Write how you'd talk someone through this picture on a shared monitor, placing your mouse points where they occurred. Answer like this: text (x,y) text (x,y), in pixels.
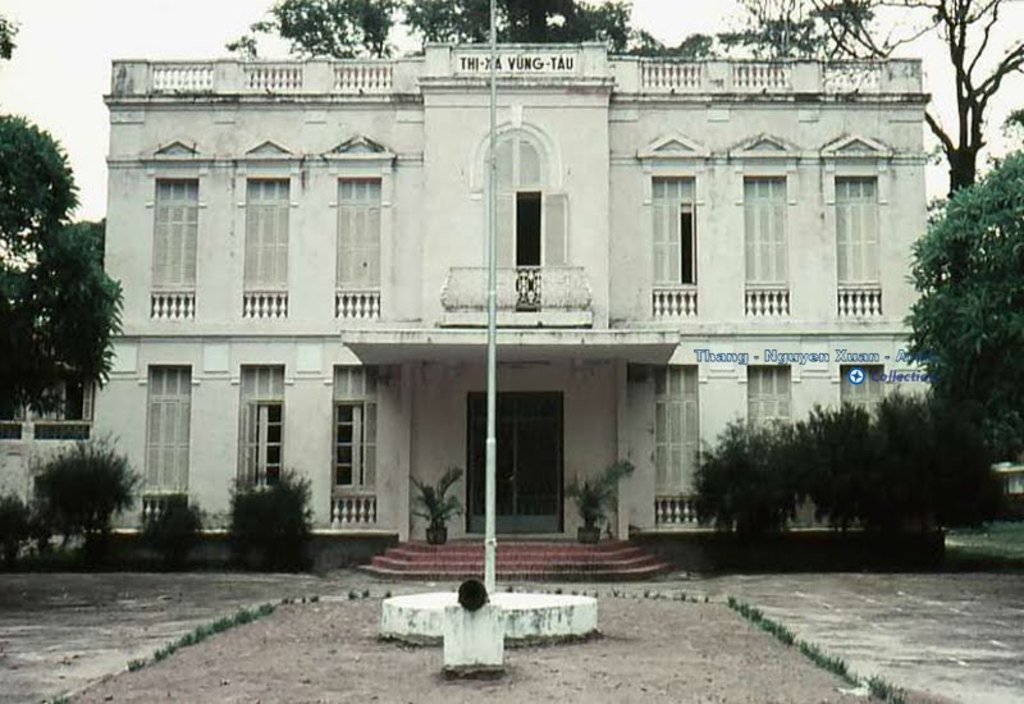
There is a building (373,206) with windows (560,250) and doors (547,459). In front of the building (171,480) there are plants (815,488). Also there are steps (563,557). And there is a pole (491,509). On the sides of the building (439,54) there are trees (950,207).
